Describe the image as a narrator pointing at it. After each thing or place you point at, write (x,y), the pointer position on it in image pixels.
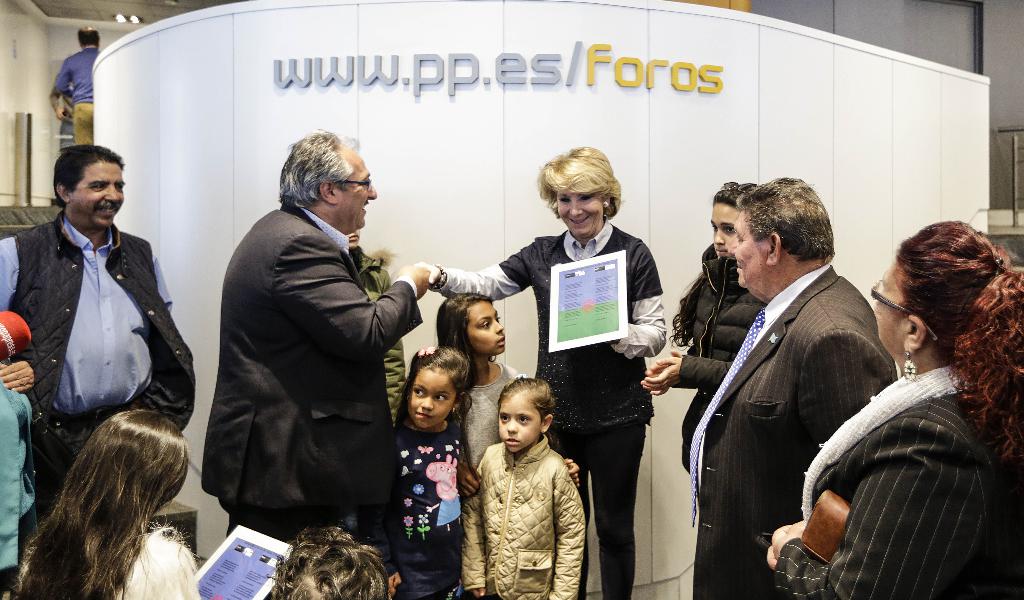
In this picture, we can see a few people (574,352), and a few (576,354) are holding some objects (592,264), and we can see some object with some text (443,85), and we can see the wall (634,145), and the roof (149,19) with lights (134,19).
